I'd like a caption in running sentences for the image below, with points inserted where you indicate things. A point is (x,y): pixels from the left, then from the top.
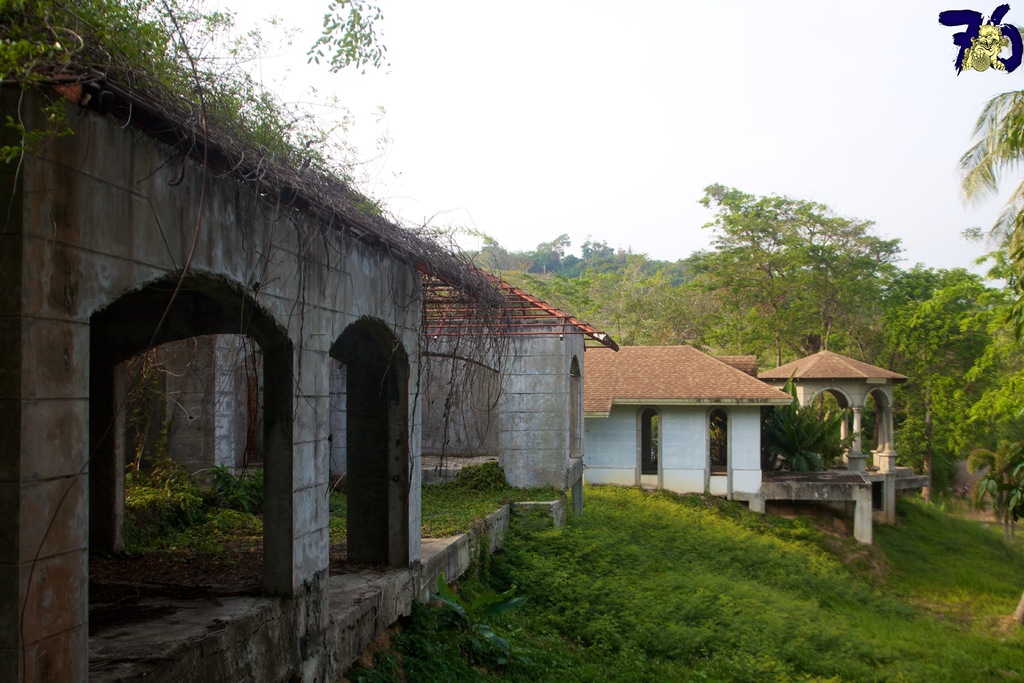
In this picture, we see houses (622,413) with red color roof (734,404). At the bottom of the picture (762,603), we see grass (635,593). There are many trees (700,277) in the background (767,285). At the top of the picture (490,129), we see the sky (692,220).
